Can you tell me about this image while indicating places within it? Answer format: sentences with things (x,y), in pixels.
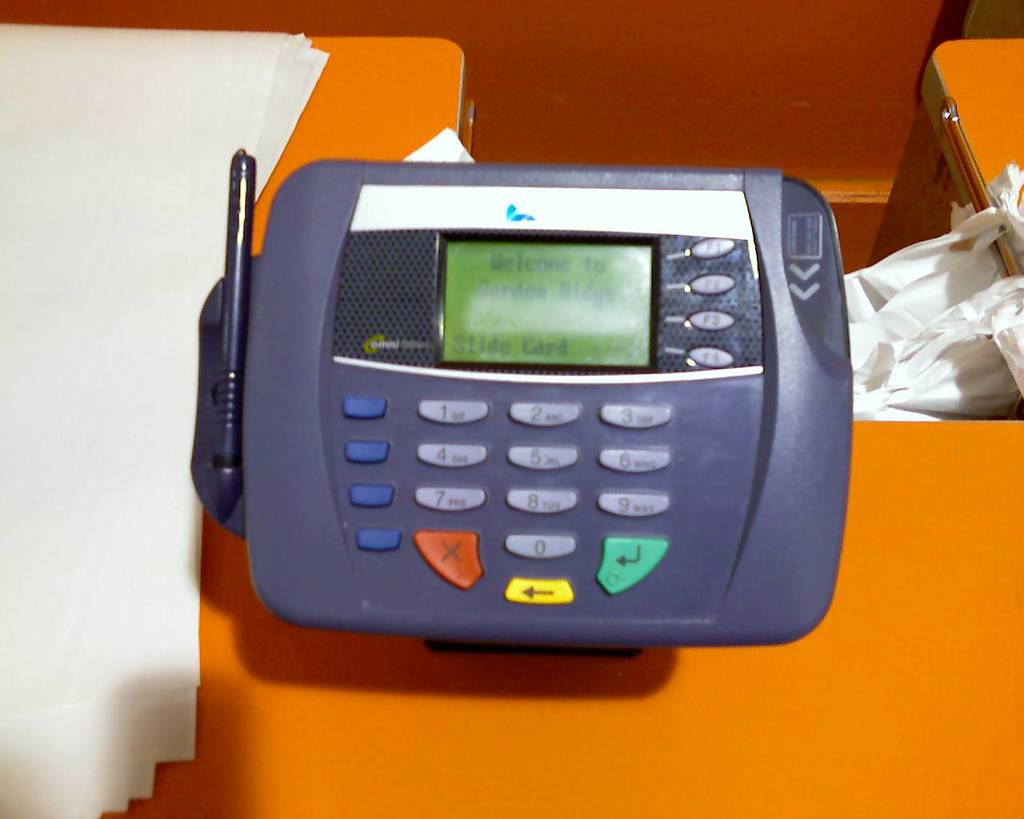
In this image there is a card swiping machine (572,471) on the object (388,722), and there are papers (917,346).
